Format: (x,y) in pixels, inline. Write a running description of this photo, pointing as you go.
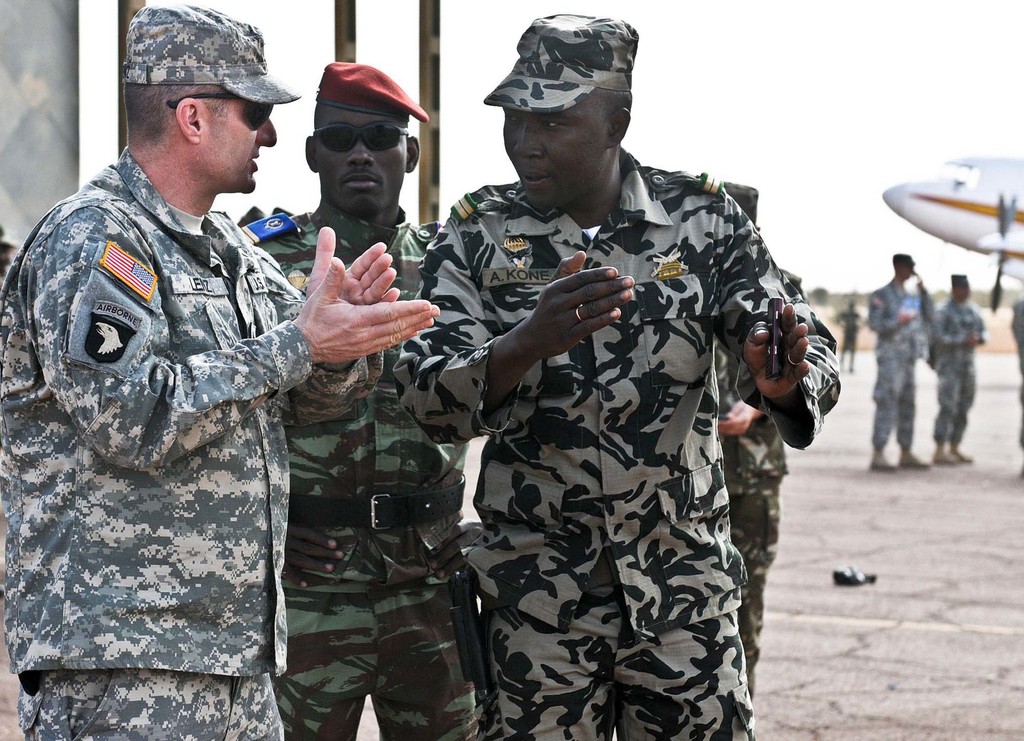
In the image we can see there are men (317,412) standing, wearing army clothes (326,420), cap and two of them are wearing goggles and it looks like they are talking. Behind them there are other people (922,311) standing and they are wearing clothes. Here we can see the floor (917,624), parked plane (953,204) and the sky (818,57).
